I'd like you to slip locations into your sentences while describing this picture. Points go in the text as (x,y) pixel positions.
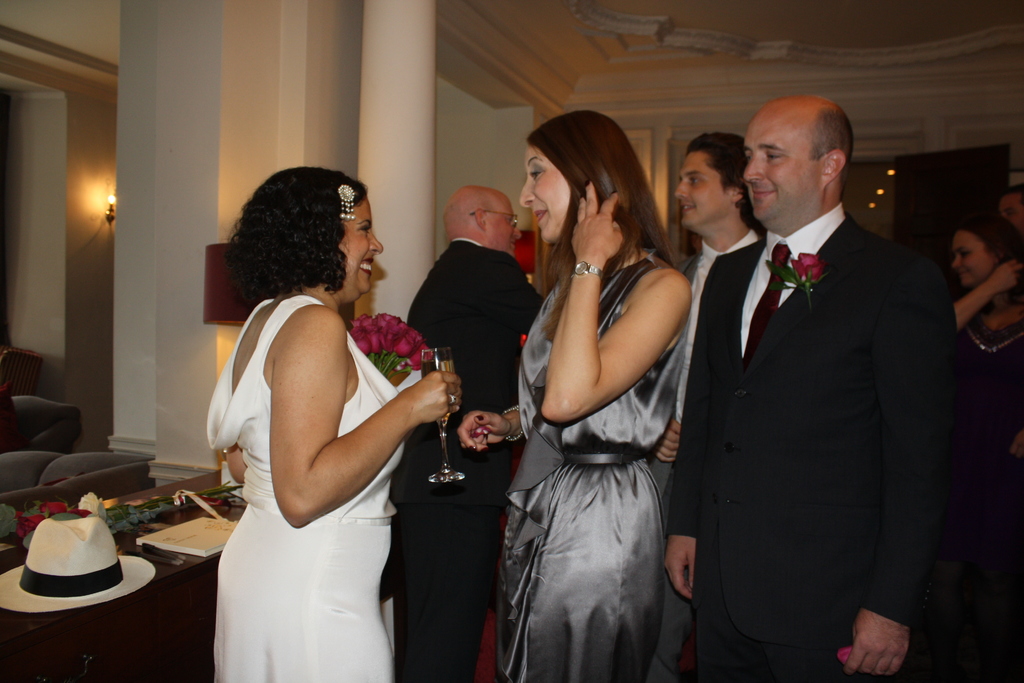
In this image we can see a group of people (648,326) standing on the floor (483,661). One woman (297,326) is holding a glass (444,371) in her hand (428,407). One person (471,280) is wearing spectacles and coat (486,329). To the left side of the image (138,523) we can see flowers (145,511), book (168,546) and a hat (112,575) are placed on a table (166,526) and some chairs (15,394). In the background (410,134), we can see a pillar (419,121) and a light (113,213) on the wall (106,200).
